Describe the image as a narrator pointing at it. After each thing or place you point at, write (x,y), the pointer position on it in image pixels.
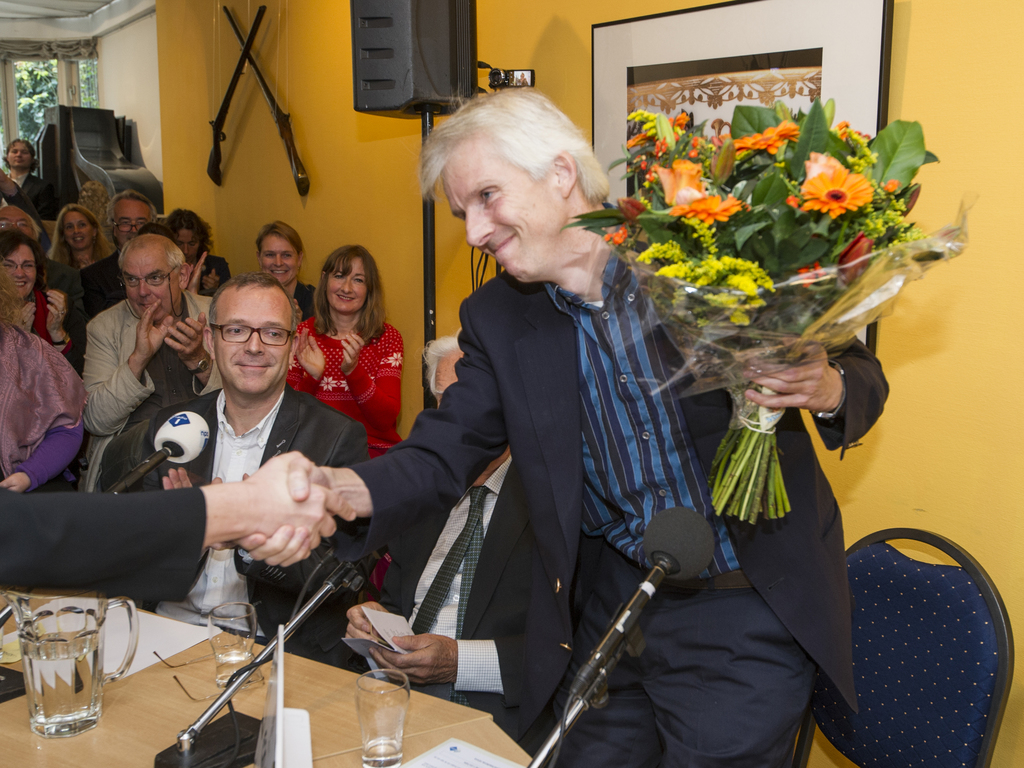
In this picture we can see a man (588,490) is standing and holding a bouquet (820,260) and other people (19,157) are sitting on chairs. In front of the man (529,465) there is a table (110,698) and on the table (137,693) there are glasses (377,732), papers (421,758) and a microphone (655,563). Behind the man (540,396) there is a chair (885,625), speaker (374,50) to the stand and a wall (953,311) with a photo frame (628,98).
